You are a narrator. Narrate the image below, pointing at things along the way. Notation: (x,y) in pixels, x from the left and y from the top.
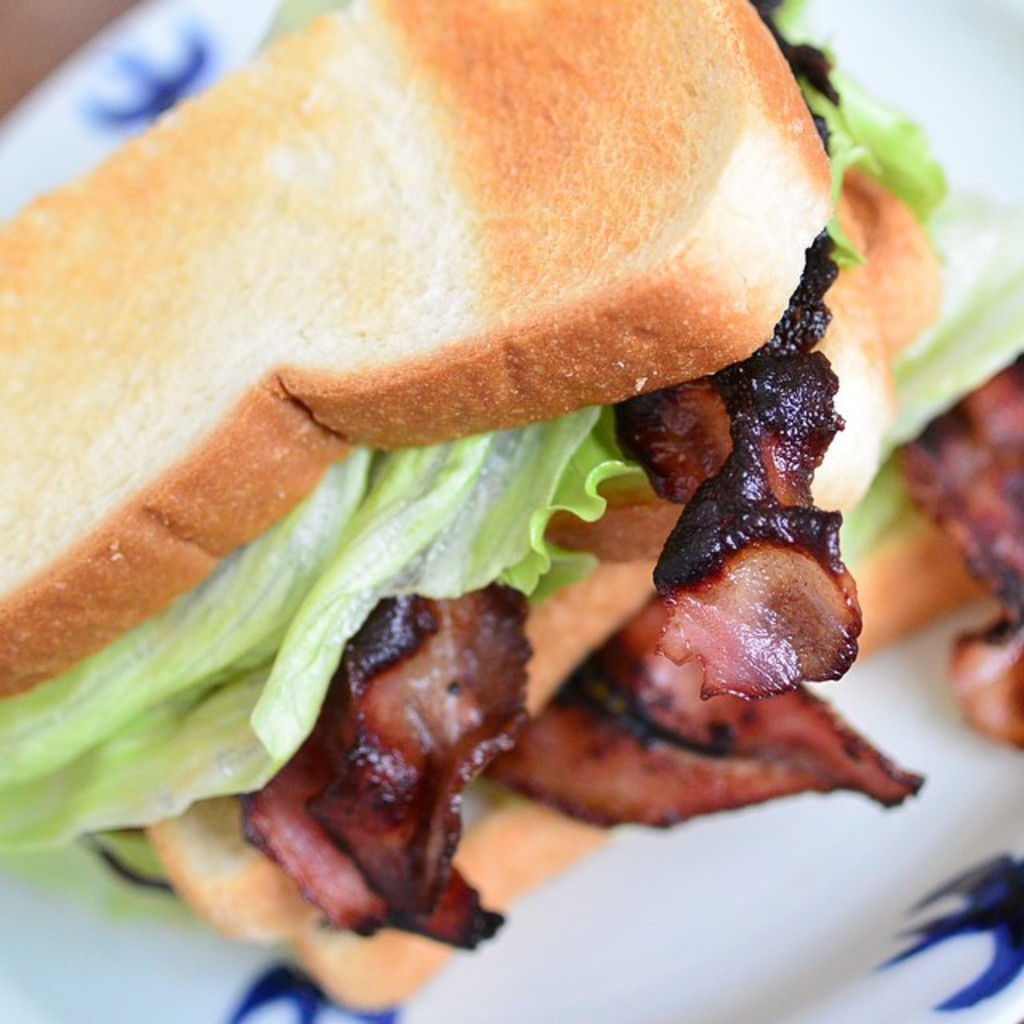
In this image I can see a white colour plate (91,118) and in it I can see different types of food (457,501). I can also see this image is little bit blurry.
